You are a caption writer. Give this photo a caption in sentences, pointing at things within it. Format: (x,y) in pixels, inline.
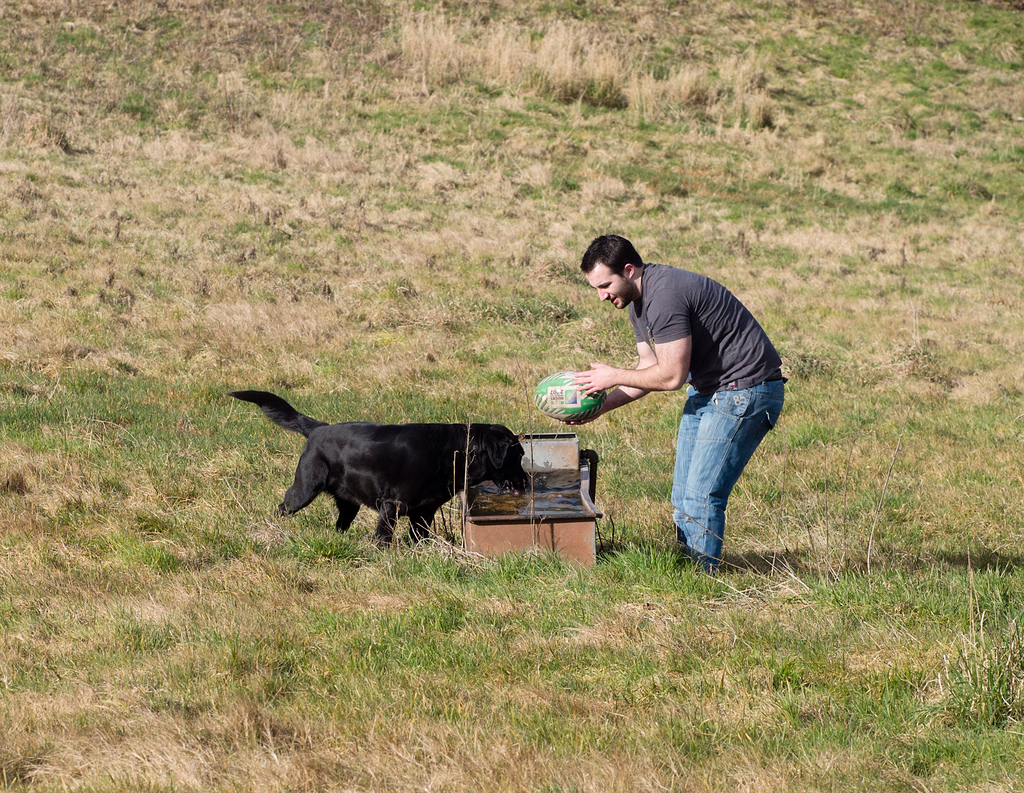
This picture is clicked outside. On the left (300,482) there is a black color dog (345,488) standing on the ground (325,524). In the center (592,510) there is an object (567,502) placed on the ground (583,576). On the right (730,352) there is a person (668,295) wearing t-shirt (723,369), holding a rugby ball (556,398) and standing on the ground (781,635) and we can see the green grass (778,614) on the ground (290,71).
